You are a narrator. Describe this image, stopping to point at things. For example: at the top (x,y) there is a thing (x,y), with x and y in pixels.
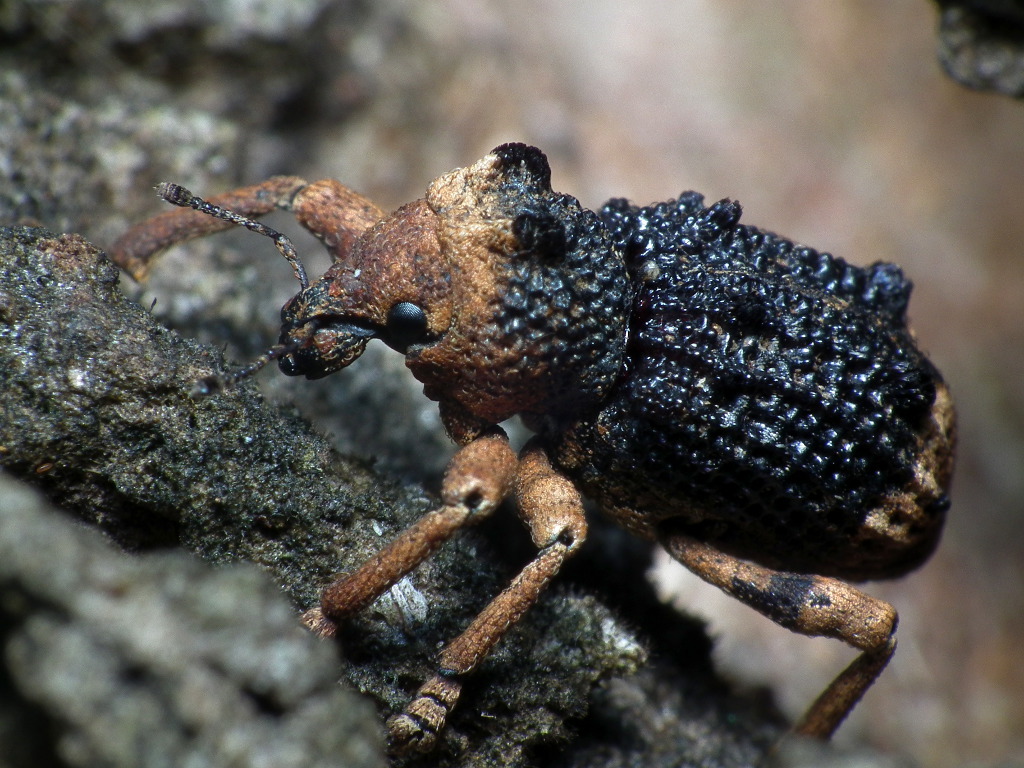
In this image I can see a black and brown colour insect (486,464) in the front (798,587). I can also see this image is blurry in the background (735,98).
